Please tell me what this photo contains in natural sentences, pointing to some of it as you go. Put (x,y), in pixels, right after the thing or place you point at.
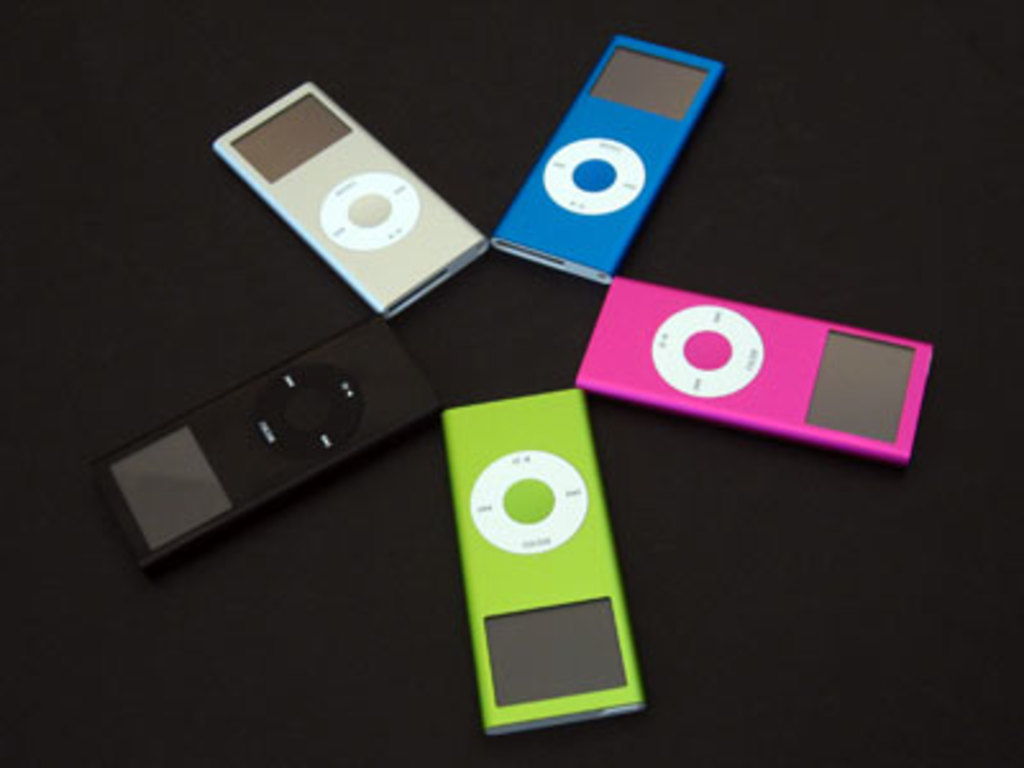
In this image these are ipods (784,393).
